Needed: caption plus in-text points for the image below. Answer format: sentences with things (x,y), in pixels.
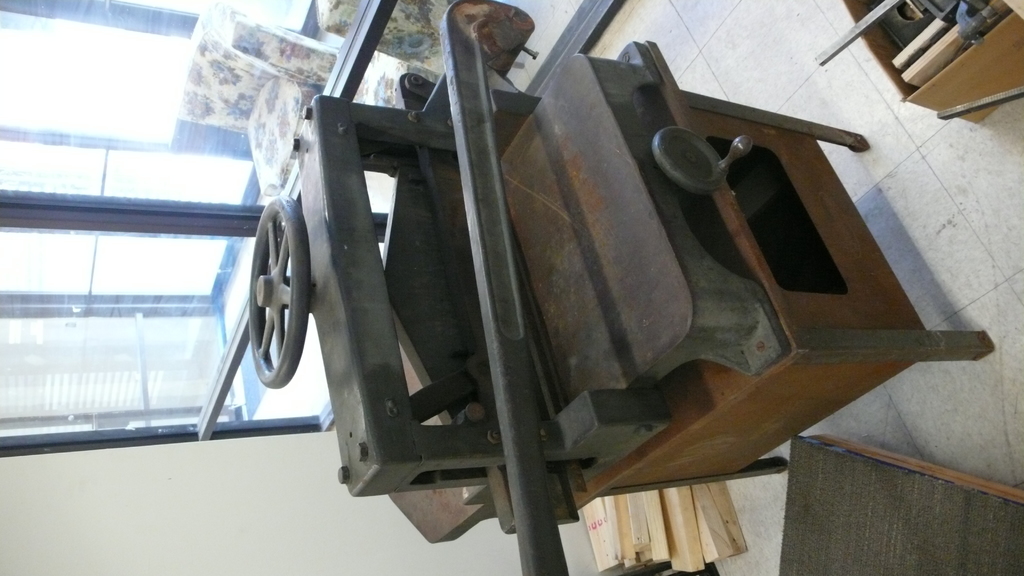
In this picture I can see there is an iron machine (557,299) in the middle of an image (617,277). On the left side (197,156) there are glass walls (184,215), outside this, there are sofa chairs (225,44). At the bottom (636,516) there are wooden planks (673,521) in this image.
